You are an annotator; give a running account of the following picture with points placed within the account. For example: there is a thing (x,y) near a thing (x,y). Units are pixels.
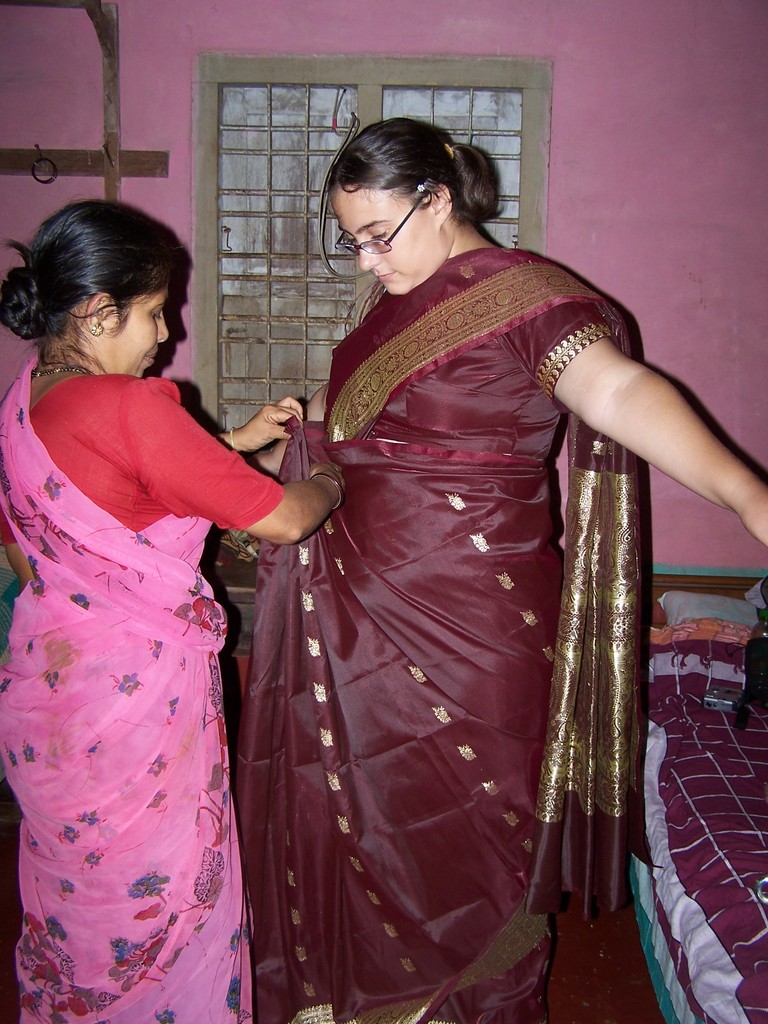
This picture is clicked inside the room (186,319). On the left (145,376) there is a woman (114,423) wearing pink color saree (121,664) standing on the ground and draping the saree (349,450) of another woman (425,333) standing on the ground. On the right corner (699,722) there is a bed (658,705) and some other objects (721,608). In the background (602,22) we can see the wall (654,118) and a window (321,115).
